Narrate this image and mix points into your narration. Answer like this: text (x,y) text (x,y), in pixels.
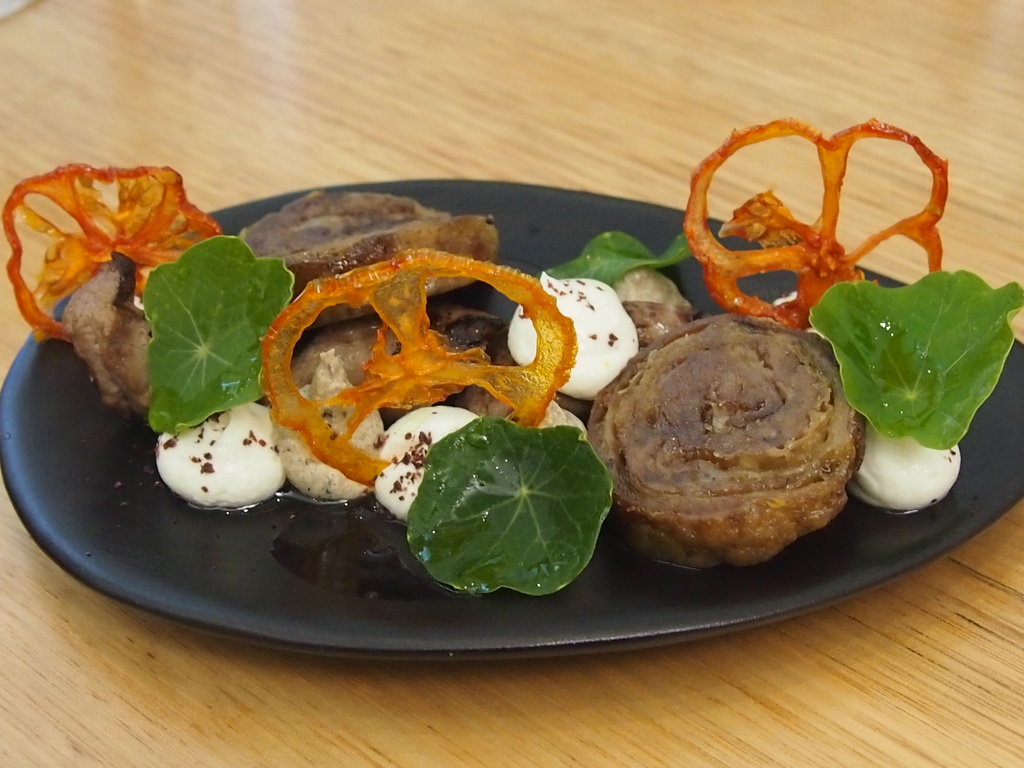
In the center of the image (578,333) there are foods items (292,471) in plate (422,574) on the table (608,661).
